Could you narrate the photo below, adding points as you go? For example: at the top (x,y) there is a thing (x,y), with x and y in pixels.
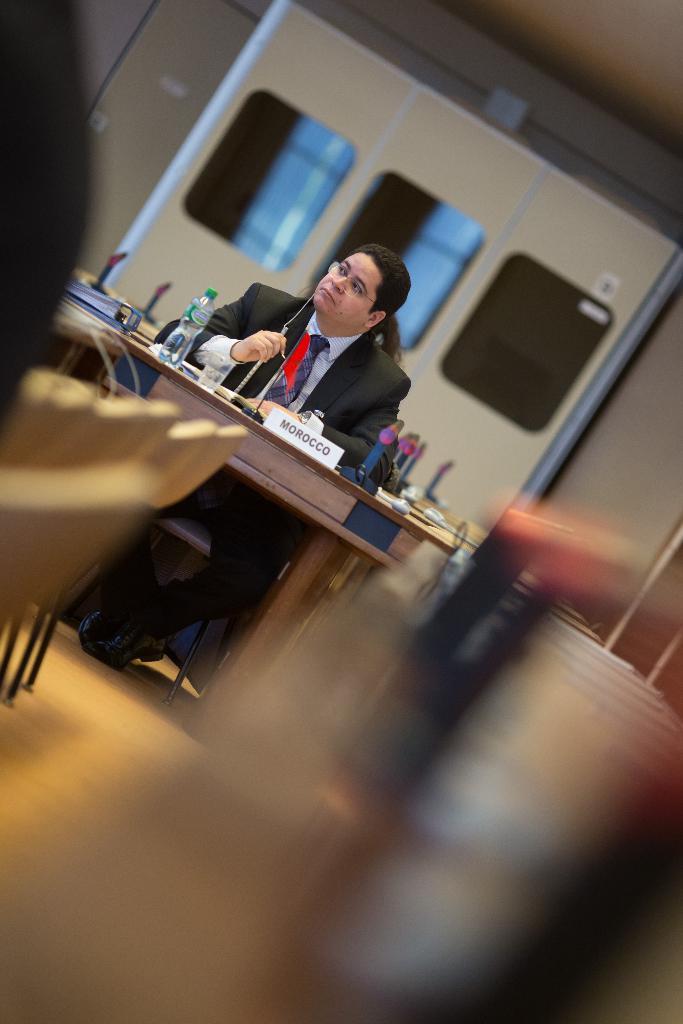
In this image, we can see a person (140,614) sitting on the bench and there is a book (138,316), bottle (175,342), name board (340,453) and some other objects (405,510) are placed on the table (320,494). In the front (55,533), we can see some chairs (119,427). In the background (569,464), there is wall (593,462).
